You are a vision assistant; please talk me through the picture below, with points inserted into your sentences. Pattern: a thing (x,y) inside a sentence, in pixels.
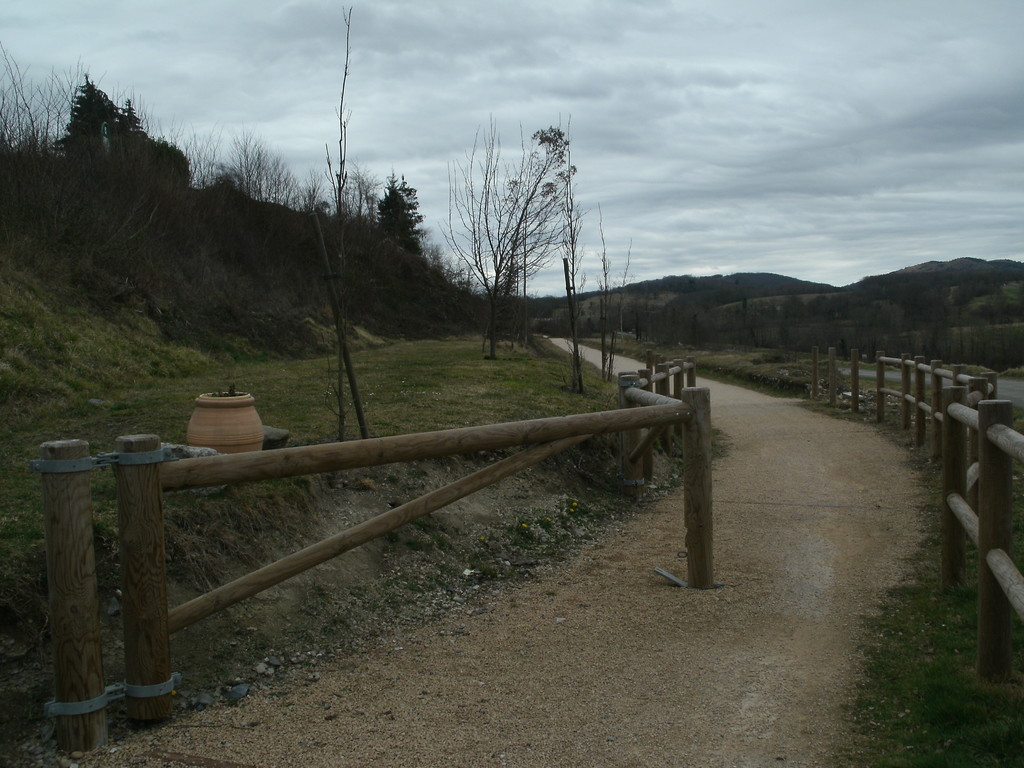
There is a dirt road (652,592). It has wooden fence (964,571) on its either sides. There is a pot (215,407), grass (237,350) and trees (262,262) at the left (44,276). There are trees (757,291) at the right (726,308) back.
